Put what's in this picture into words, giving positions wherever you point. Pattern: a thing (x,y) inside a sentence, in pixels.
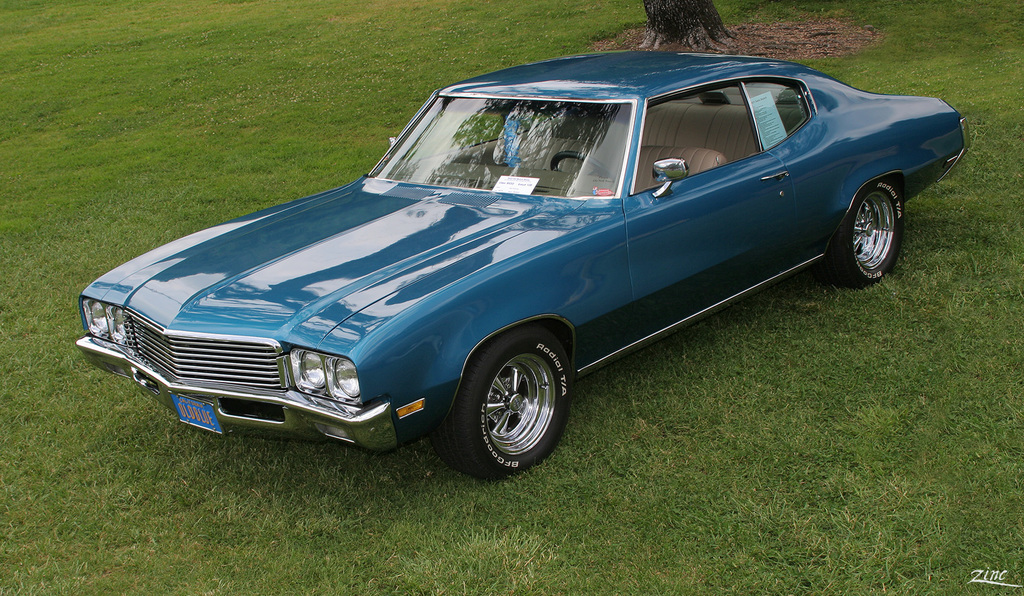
In this image we can see a car (667,61), there is a trunk (671,27) of a tree (685,39), also we can see the grass (881,544) and text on the image.
